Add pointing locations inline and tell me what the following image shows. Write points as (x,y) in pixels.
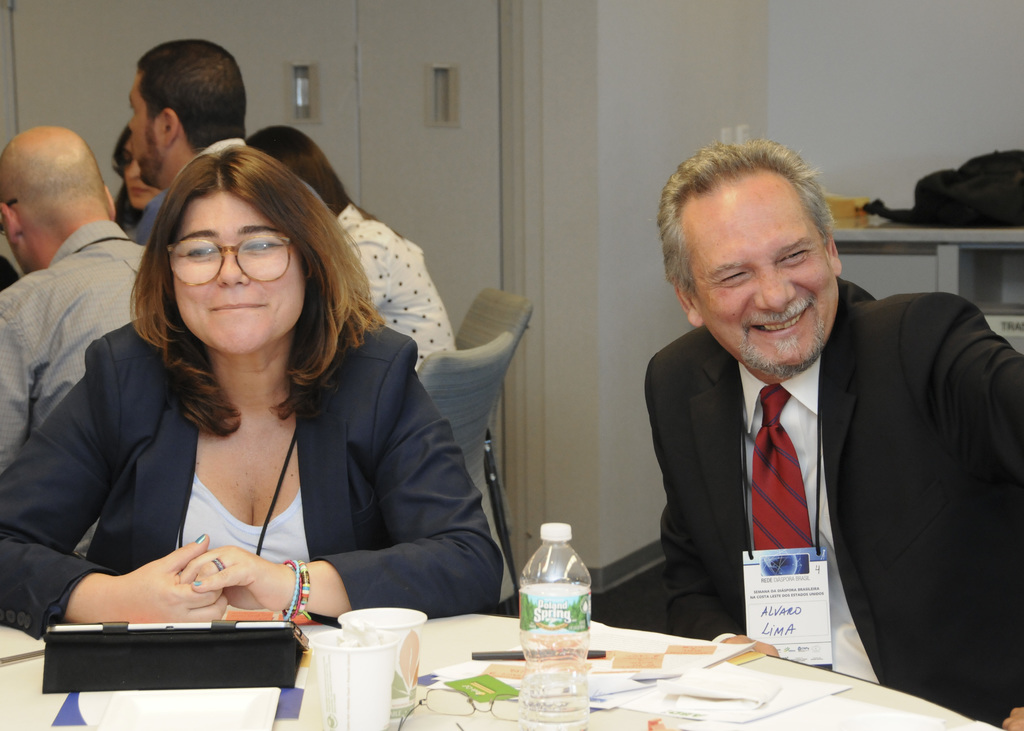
In this image we can see a few people (326,457) sitting on the chairs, there is a table (463,626), on the table (426,719), we can see a bottle (554,601), pen (508,656), glass (344,692) and some other objects (599,636), in the background (865,215) it looks like cupboard (920,239) with a bag (954,215) and an object (846,198) on it.
